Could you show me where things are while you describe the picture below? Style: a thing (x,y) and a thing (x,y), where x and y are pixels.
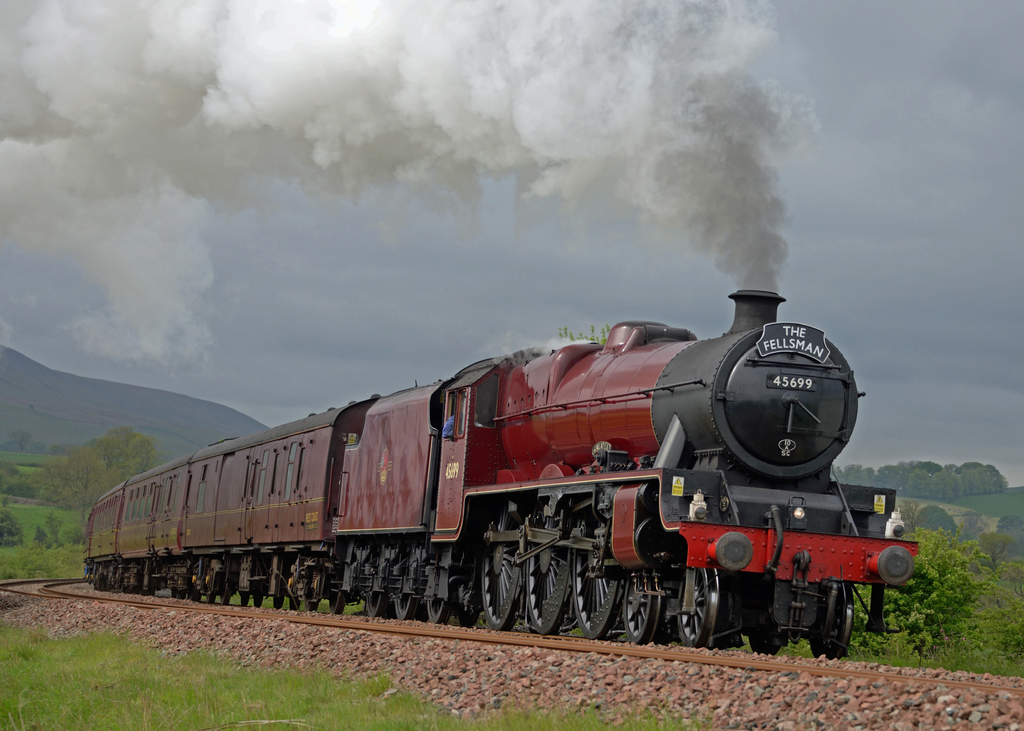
There is a train (672,527) on the track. Here we can see grass (309,687), stones (565,704), trees (938,588), and smoke (586,191). In the background (237,401) we can see a mountain (91,412) and sky (251,282).
